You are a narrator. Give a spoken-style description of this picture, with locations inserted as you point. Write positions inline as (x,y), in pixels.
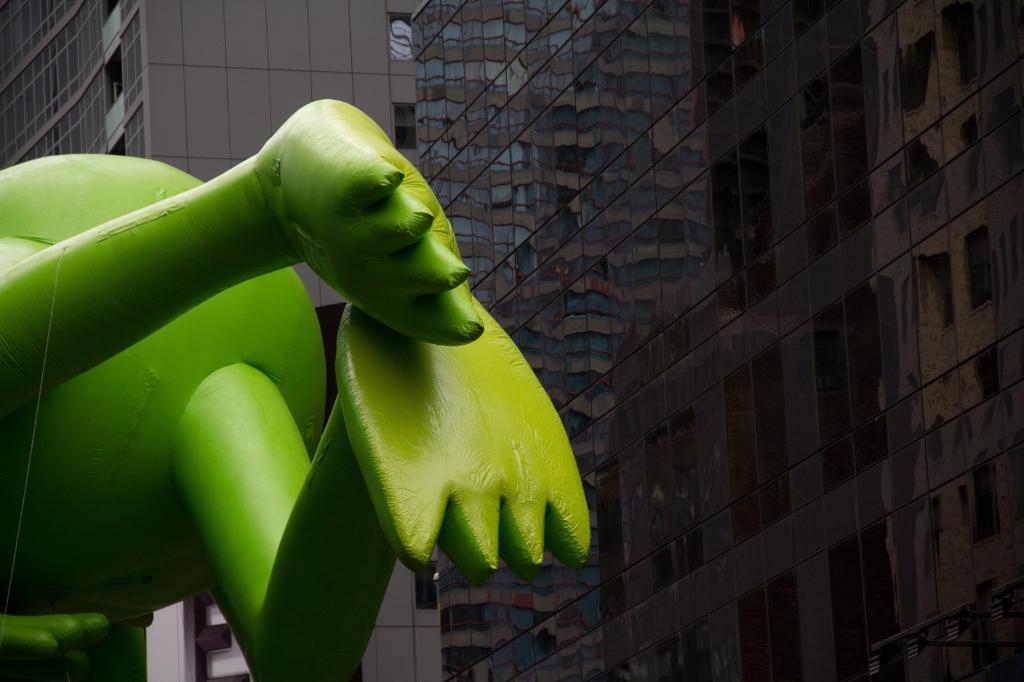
In this picture we can see a statue (360,388) on the left side (174,439), in the background (545,145) there is a building (262,77), we can see glasses (794,264) of the building (752,233).
